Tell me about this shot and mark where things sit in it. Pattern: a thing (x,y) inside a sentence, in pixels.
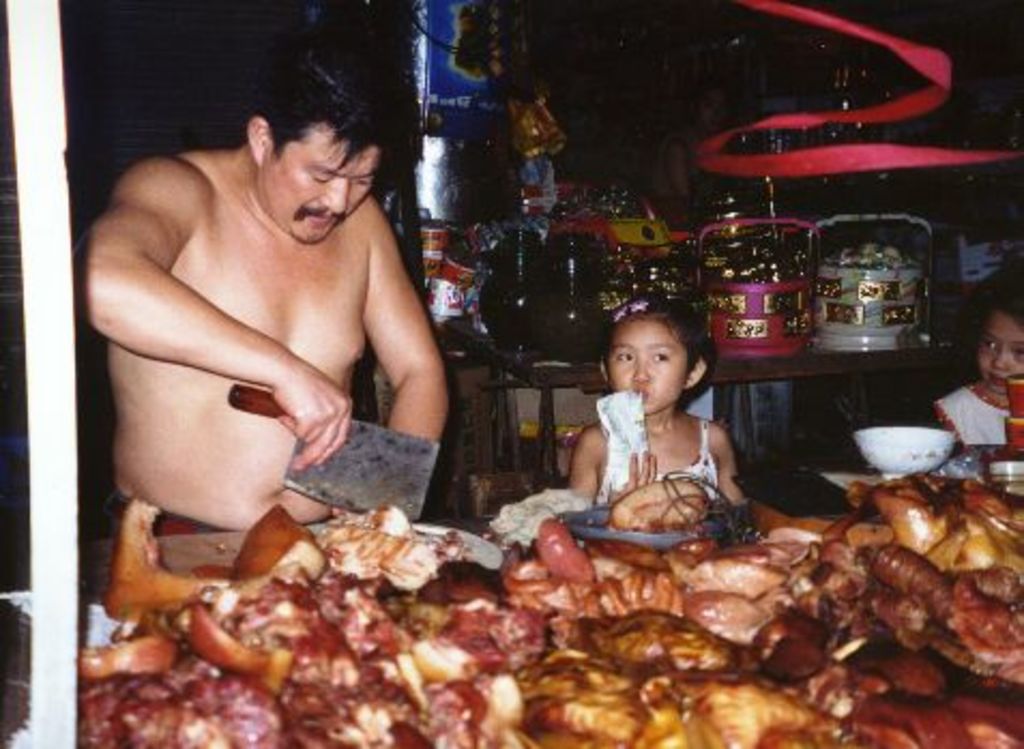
In this picture we can see three people (138,222), one person (378,320) is holding a knife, in front of them we can see a cutting plank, bowls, meat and in the background (1006,303) we can see child (661,344) and some objects (486,393).
